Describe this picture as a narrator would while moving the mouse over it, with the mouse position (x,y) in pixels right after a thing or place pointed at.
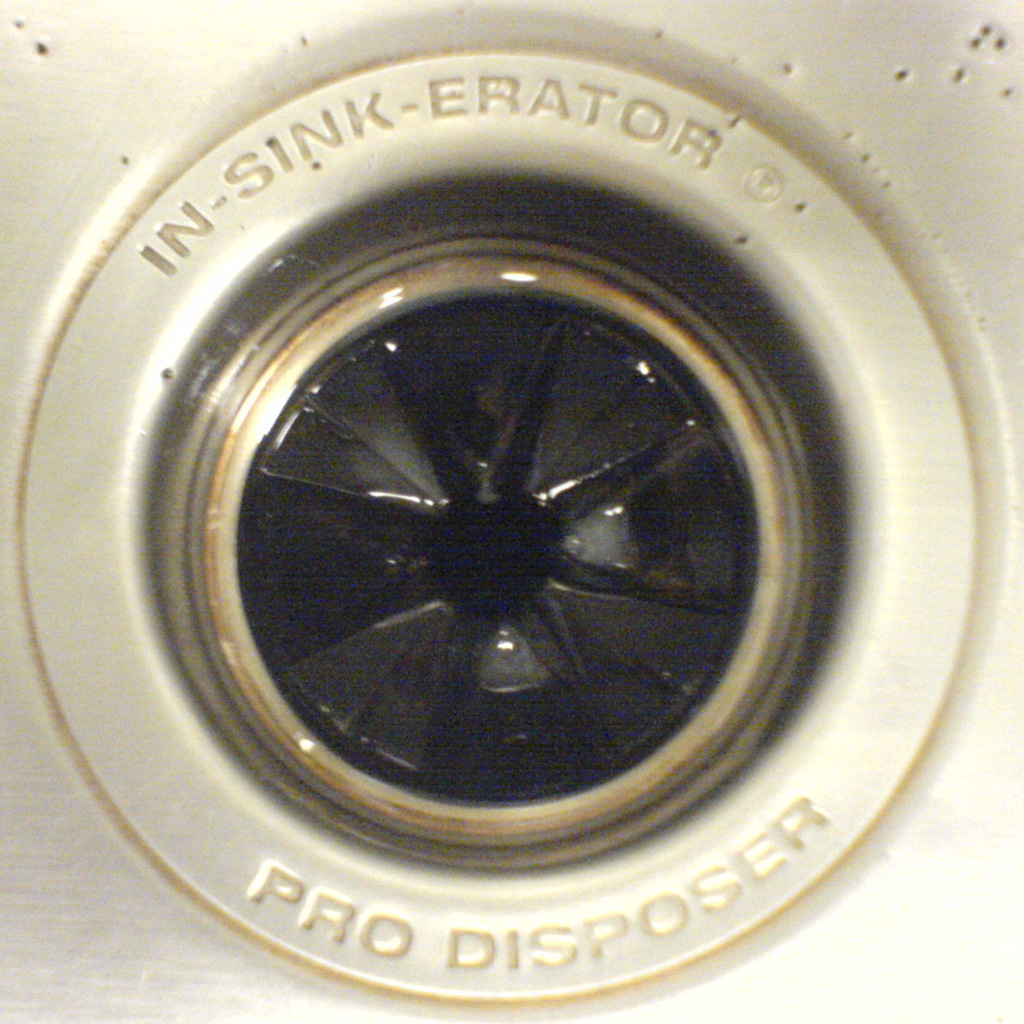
In this image there is a garbage disposal (429,799) and something is written on it.
